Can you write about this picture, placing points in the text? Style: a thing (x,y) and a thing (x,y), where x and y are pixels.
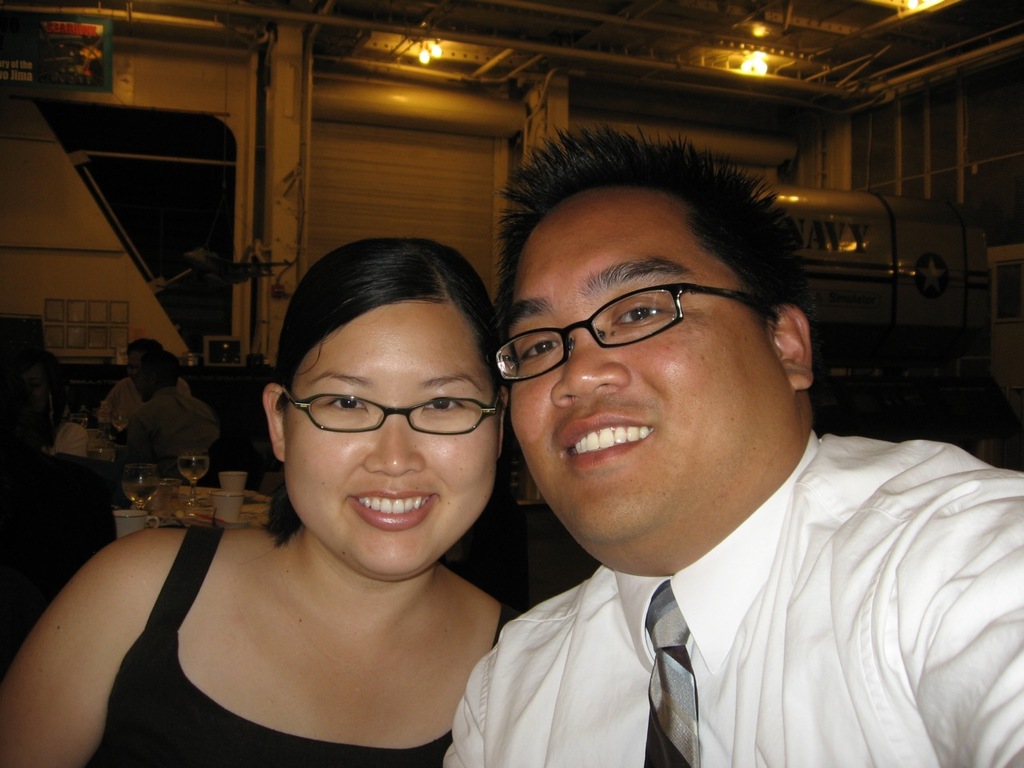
In this image I can see a person (681,444) wearing white shirt (828,618) and a woman (348,620) wearing black color dress (233,746) are smiling. In the background (92,525) I can see few persons (188,442) sitting on chairs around the table (101,451) and on the table (210,488) I can see few glasses (185,471) and few other objects (234,512). I can see the ceiling (587,38) and few lights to the ceiling (617,61).
